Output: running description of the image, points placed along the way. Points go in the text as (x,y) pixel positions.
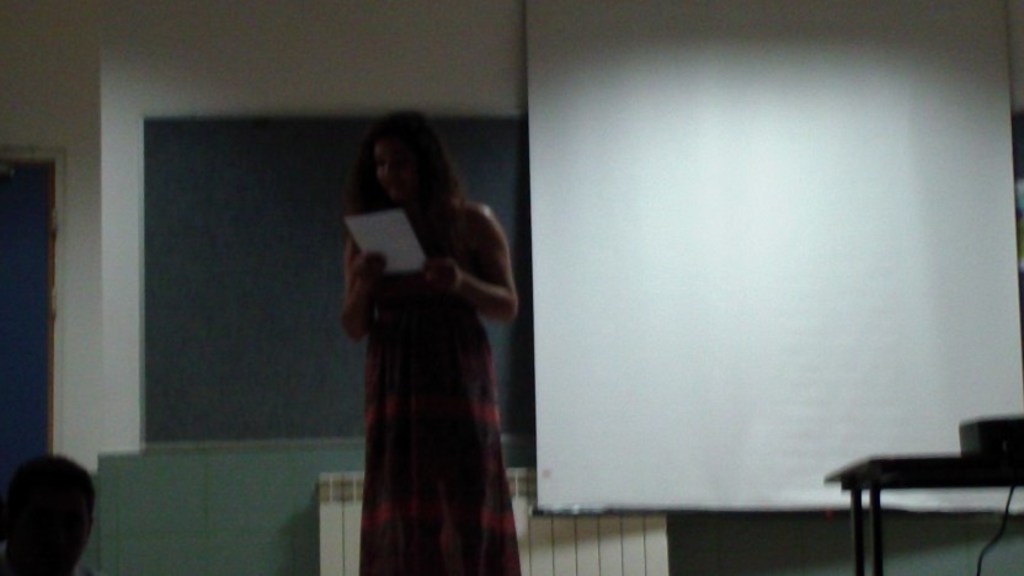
In this image we can see two persons (386,362), one of them is holding a paper (413,258), behind them there is a screen (551,113), also we can see the wall (891,547), and there is a projector (1019,455) on the table (962,459).
